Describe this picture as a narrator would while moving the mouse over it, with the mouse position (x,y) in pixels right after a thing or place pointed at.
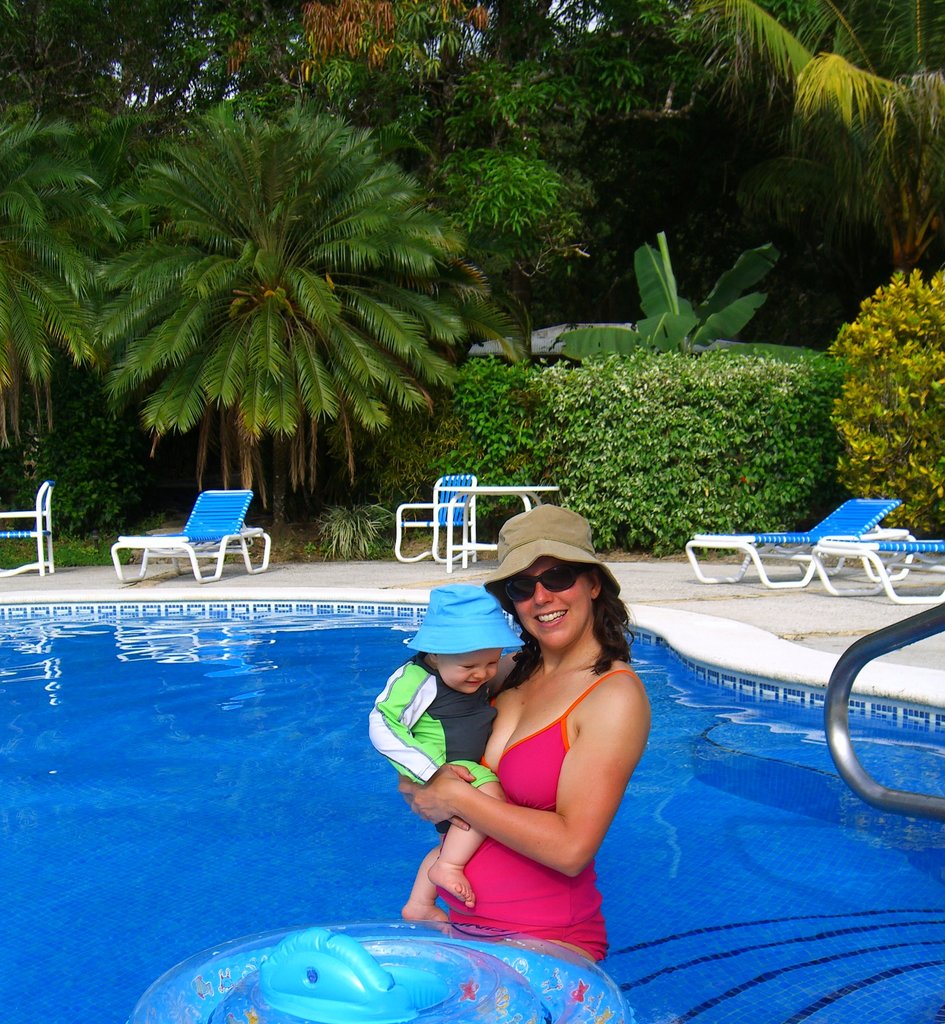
In this picture we can see a woman (506,837) holding a baby (472,643) and looking at someone. She is standing in a pool of water (236,649) surrounded by plants (594,407) and trees (259,407).
